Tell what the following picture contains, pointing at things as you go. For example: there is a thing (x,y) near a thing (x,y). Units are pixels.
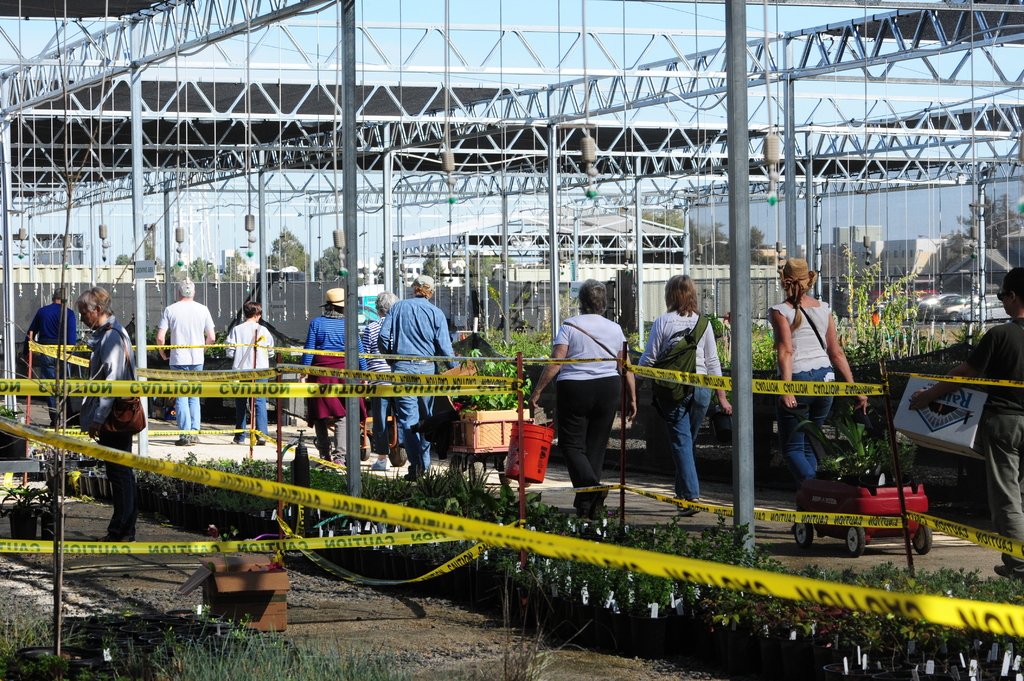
In this picture I can observe some people (184,341) walking in this path (606,500). There are men (268,331) and women (718,357) in this picture. I can observe yellow color ribbons (97,392) in this picture. In the background (624,234) there are trees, buildings (446,267) and sky (256,252).
